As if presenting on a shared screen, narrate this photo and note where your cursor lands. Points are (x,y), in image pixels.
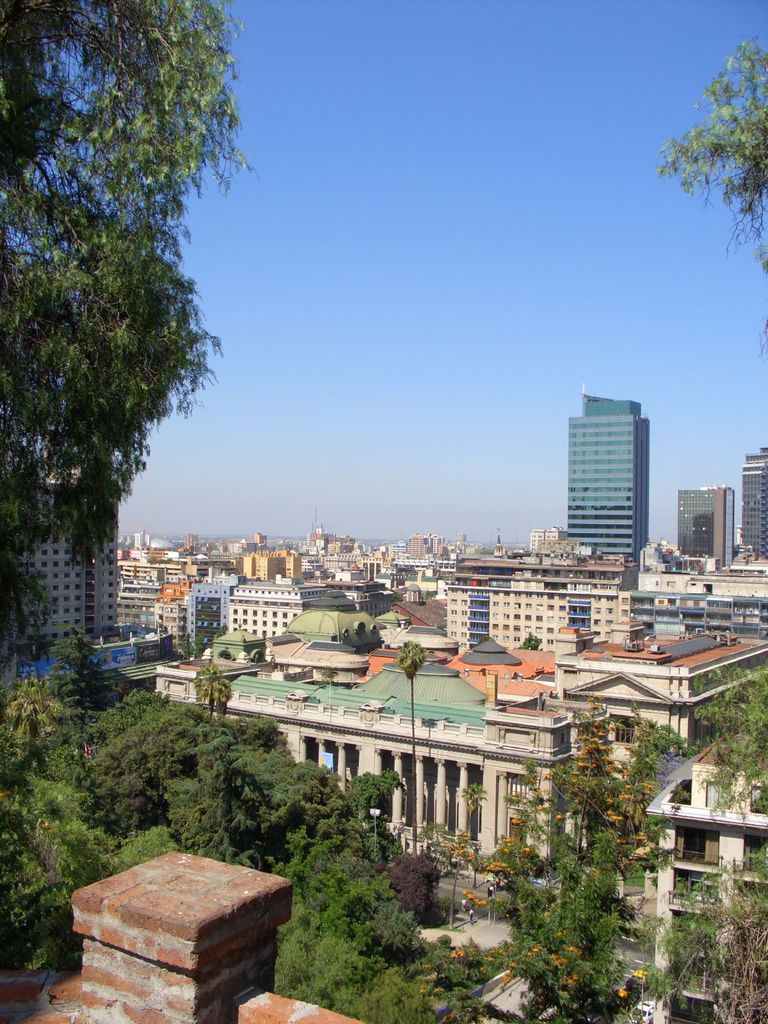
In this picture we can see buildings (596,601) and trees (197,375), there is the sky (705,409) at the top of the picture (403,166).
